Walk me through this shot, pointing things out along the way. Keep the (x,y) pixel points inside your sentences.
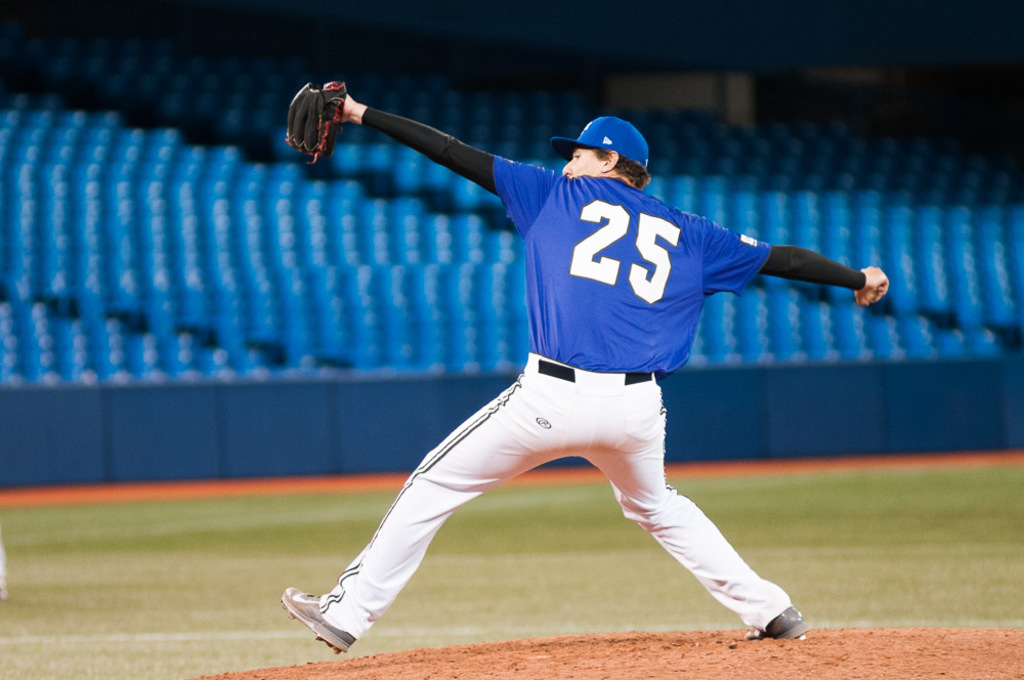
This picture is clicked in a stadium (746,517). In the center (544,231) there is a person (566,267) wearing blue color t-shirt (677,270), holding a glove (312,128) and an object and seems to be pitching on the ground (577,546). In the background (993,494) there is a green grass (81,557) and the blue color chairs (116,236).
